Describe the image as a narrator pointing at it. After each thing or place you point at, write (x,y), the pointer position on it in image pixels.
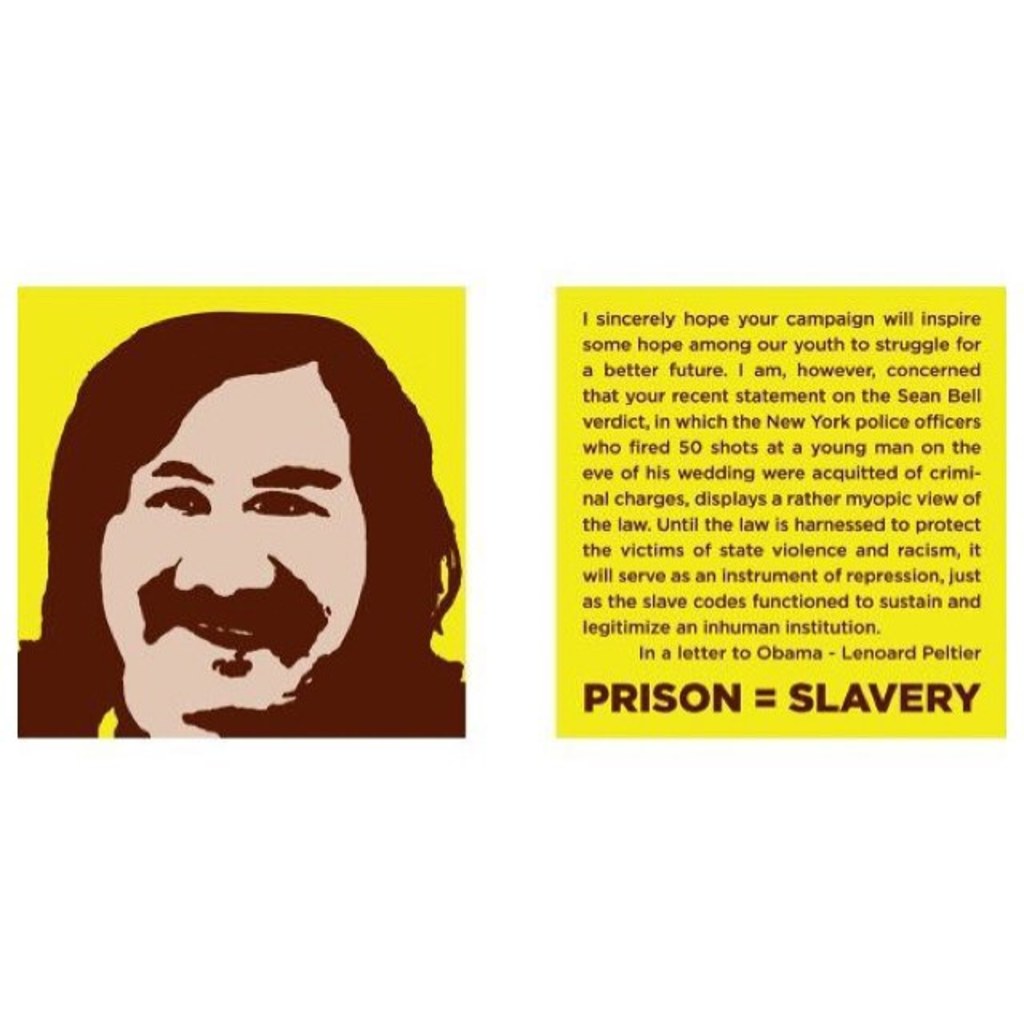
In this image we can see a picture (169,702) of a man (231,514) and there is text (710,583).
